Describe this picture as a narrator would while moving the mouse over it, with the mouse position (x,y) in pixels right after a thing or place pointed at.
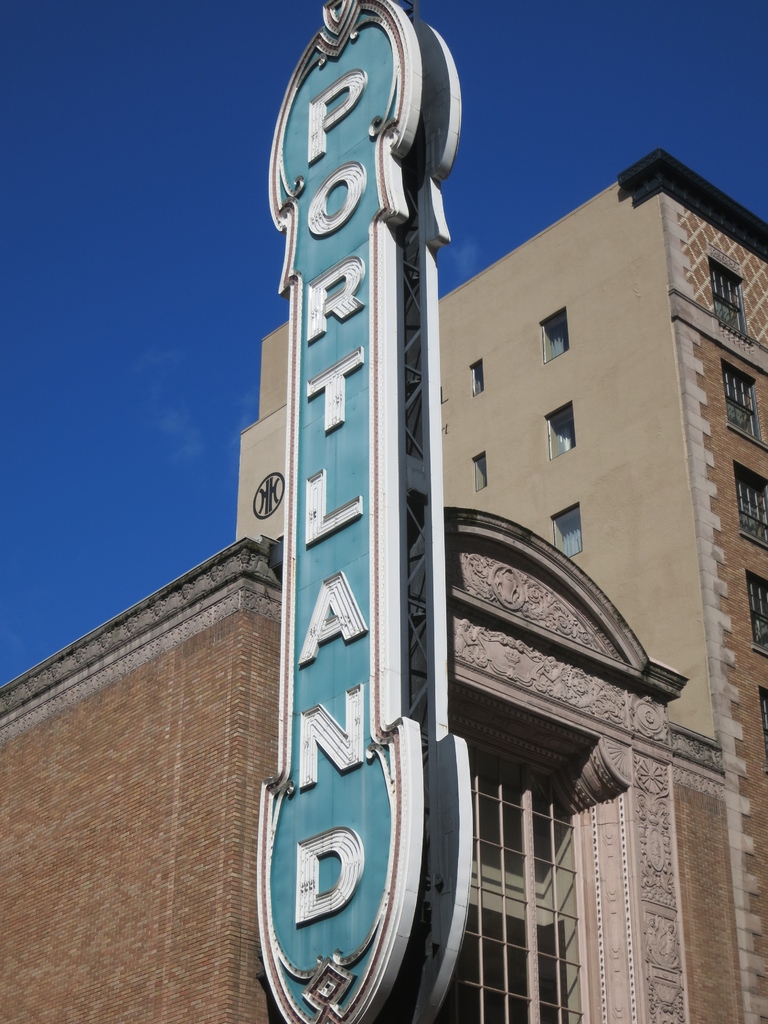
There is a building (468,681) with windows (539,825). On the building (730,500) there is a name board (315,525). In the background (204,169) there is sky (488,97).
